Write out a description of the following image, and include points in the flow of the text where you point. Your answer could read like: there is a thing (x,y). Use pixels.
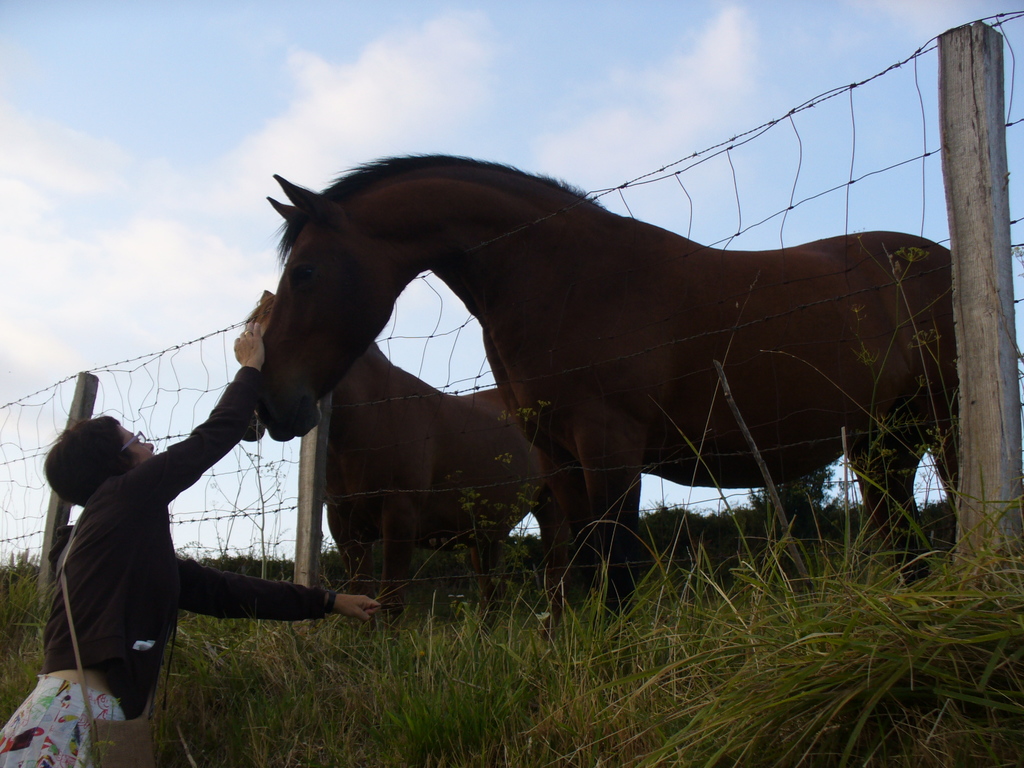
In this image there is a horse (645,271) near to the fence (452,342). there is a woman (129,575) on the left side (88,634) she is wearing spectacles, black color jacket (123,496), carrying handbag (95,723). there is a sky (170,77), clouds (353,105) visible. And she kept her hand (258,359) on the horse (275,355). there is a grass (659,678).
